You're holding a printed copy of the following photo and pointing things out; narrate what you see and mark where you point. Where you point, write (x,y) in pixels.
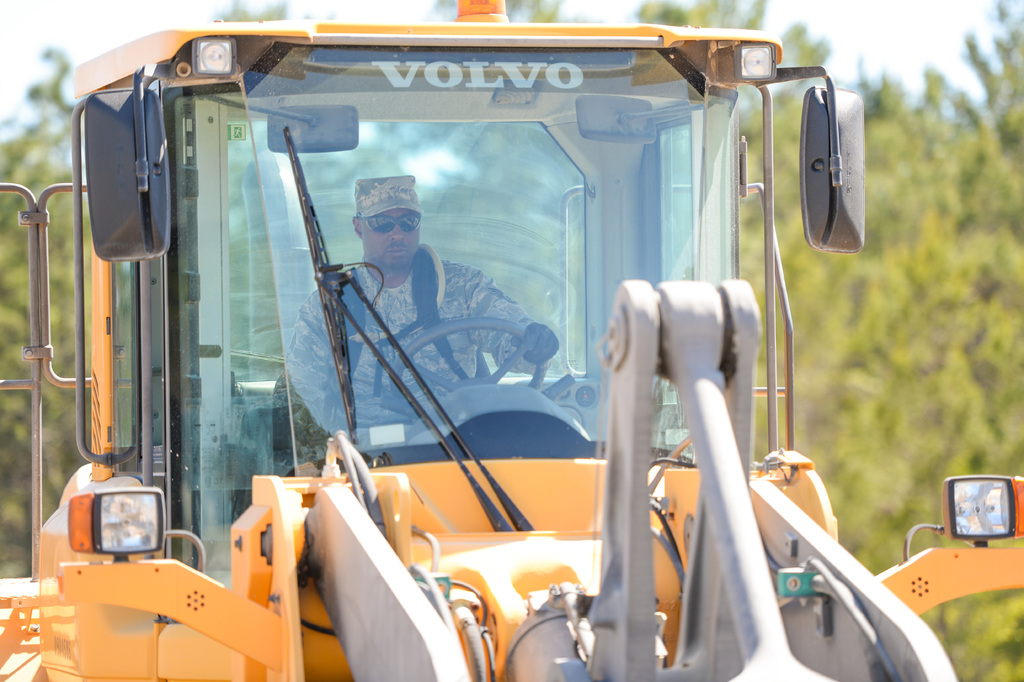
In this picture I can see a man (396,302) driving a yellow color vehicle (399,501). I can see shades (384,221) on his eyes (416,226) and a cap (392,200) on his head (402,192). I can also see trees (940,247) in the background (950,259).
